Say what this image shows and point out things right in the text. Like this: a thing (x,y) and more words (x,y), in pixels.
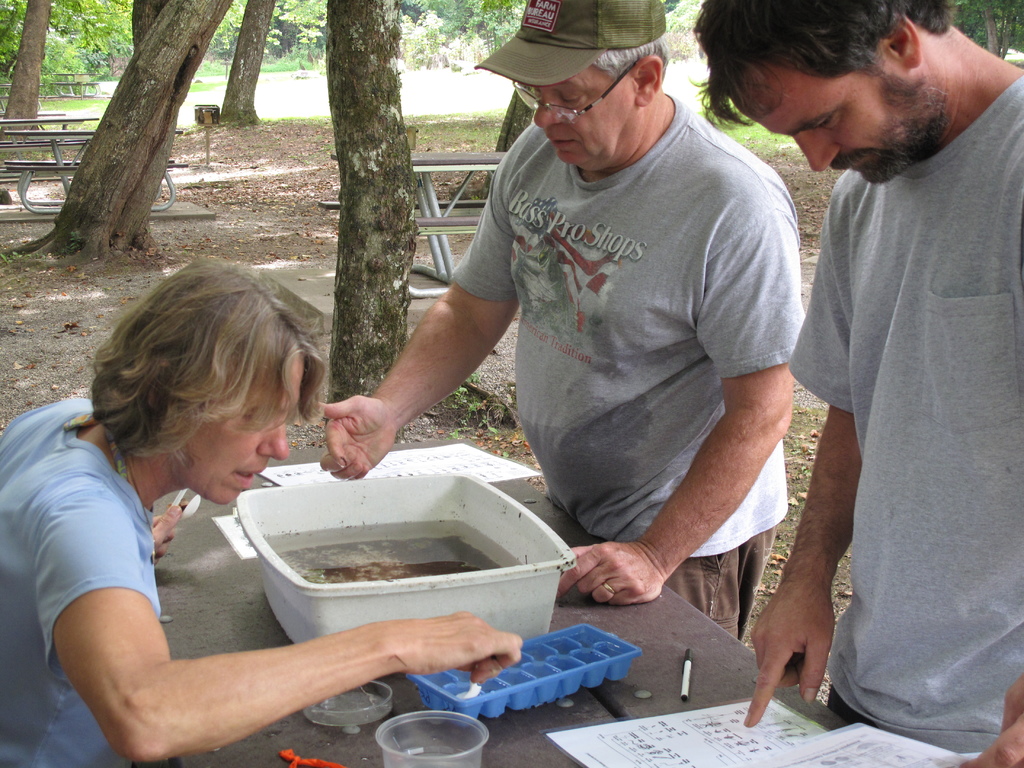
In this image we can see three persons (547,432). One person (605,289) is wearing specs (564,113) and cap (540,51). There are tables (651,681) with benches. On the table (666,648) there is a box (494,598), papers (614,726), pen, tray (574,687) and few other items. In the background (409,192) there are trees (374,69).
